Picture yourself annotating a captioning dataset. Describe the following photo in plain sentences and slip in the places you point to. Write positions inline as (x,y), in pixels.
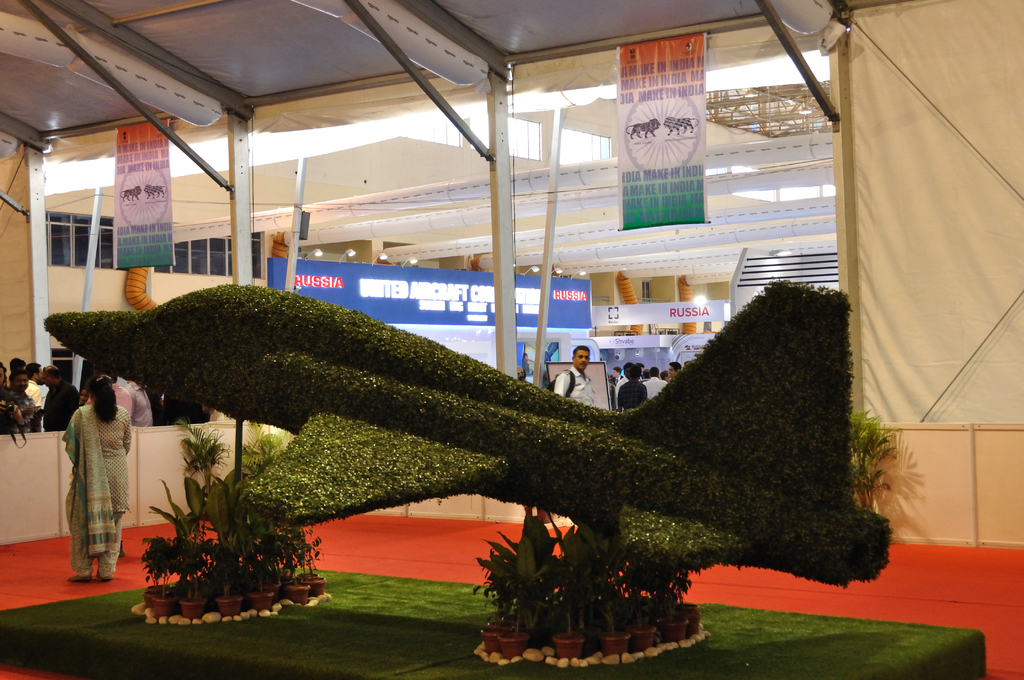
In the center of the image (454,390), we can see a grass statue (384,417) and there are some pots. In the background (363,285), we can see people (59,382), building (325,207), hoardings (409,283) and some posters (151,198).
